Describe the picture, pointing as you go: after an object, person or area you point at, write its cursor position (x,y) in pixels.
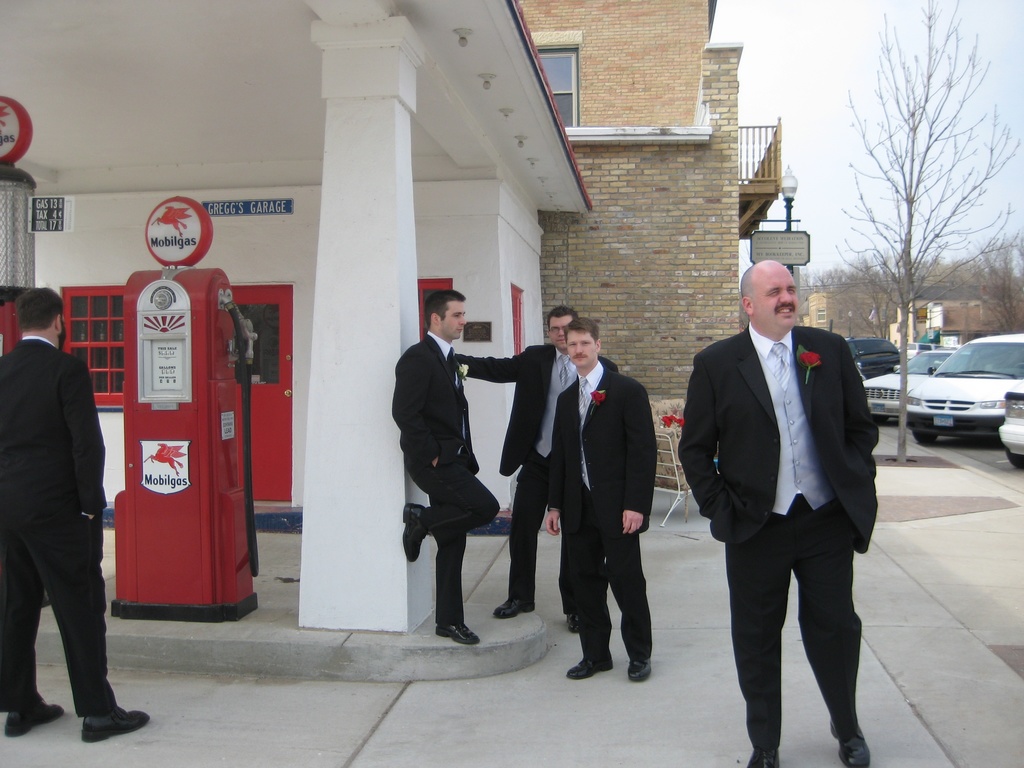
In this image we can see persons (458,517) standing on the floor (487,646), motor vehicles (910,380), street poles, street lights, information boards (761,245), buildings (694,177), trees (851,281), electric lights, name boards (203,224) and sky (868,98).
